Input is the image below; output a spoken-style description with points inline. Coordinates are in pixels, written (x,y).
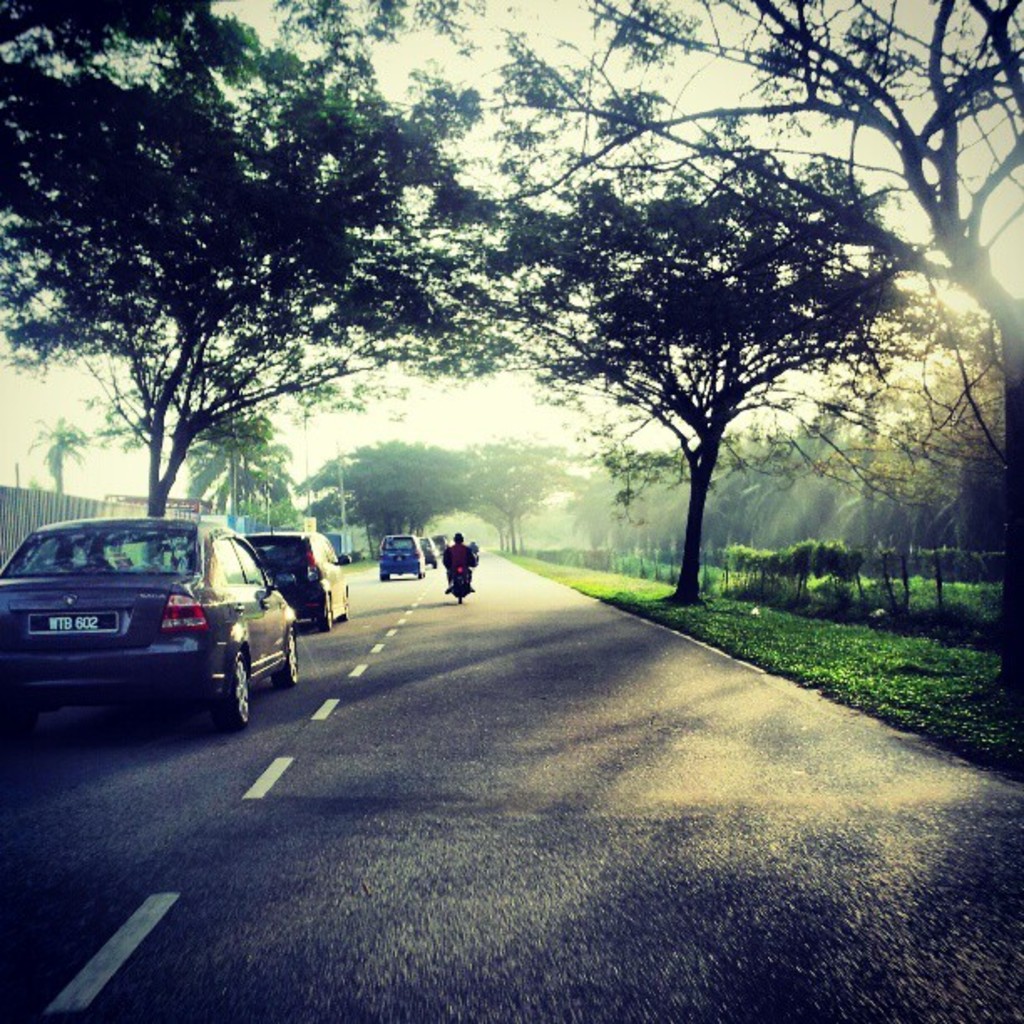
In the image there are few vehicles (463,589) going on the road (554,893) with trees (504,496) on either side of it and above its sky (447,395).
